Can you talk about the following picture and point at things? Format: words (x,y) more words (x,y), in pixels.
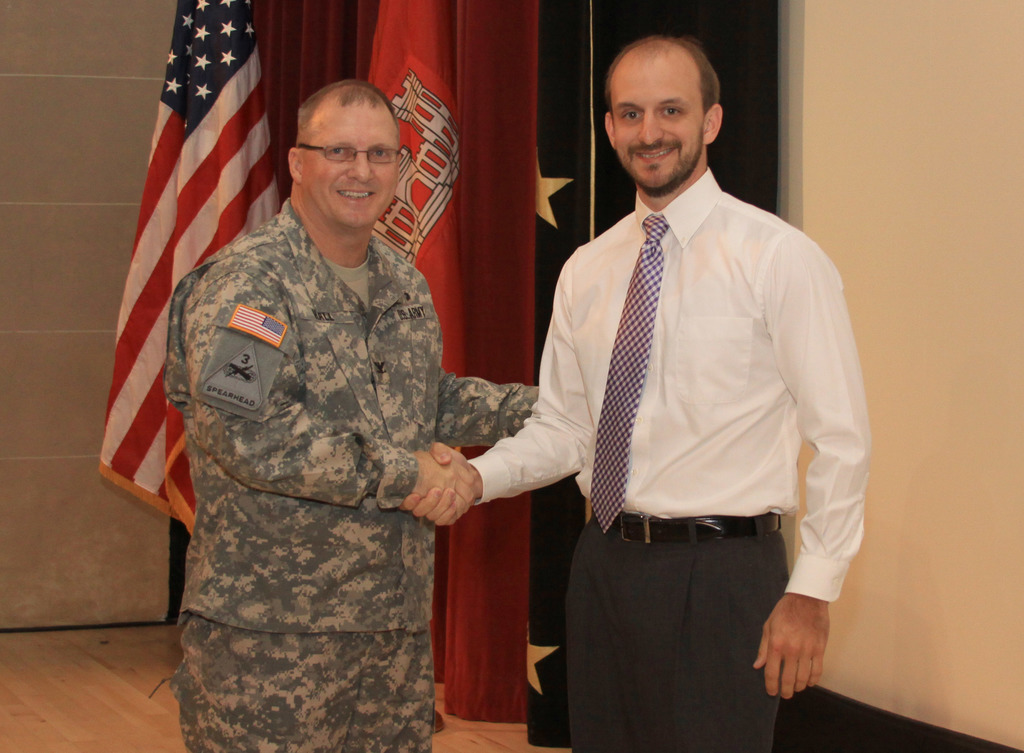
In this picture there is a soldier (261,628) and another man (689,442) in the center of the image (455,334) and there are flags (455,207) in the background area of the image (411,150).
